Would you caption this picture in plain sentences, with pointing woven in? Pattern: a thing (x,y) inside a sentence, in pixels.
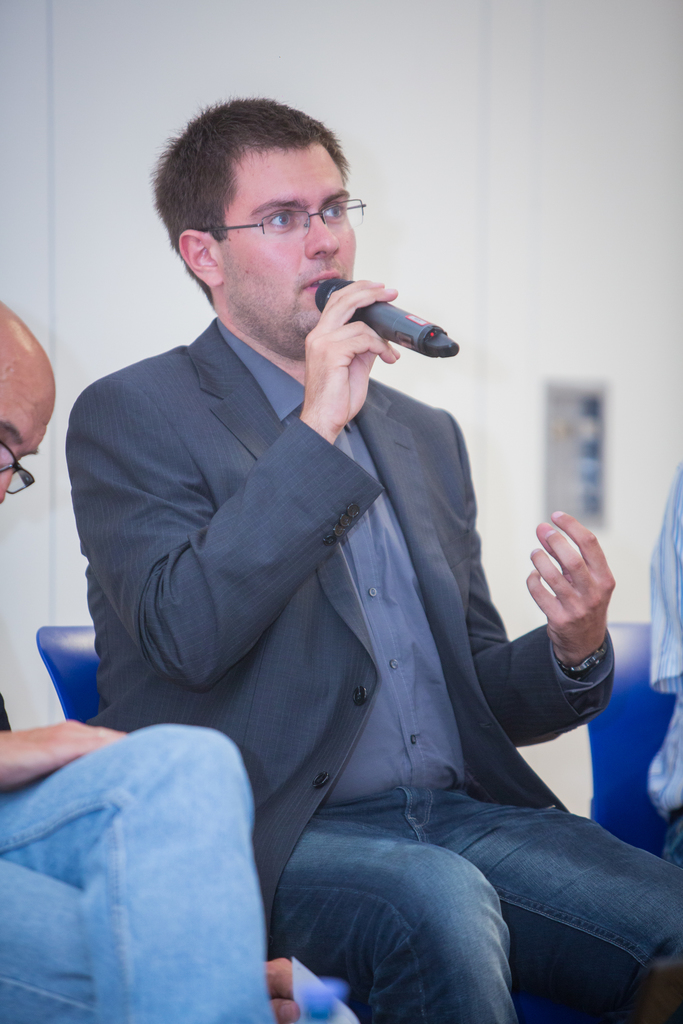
In this image, we can see a person (411,684) sitting on a chair (69,717) and holding a microphone (389,324). On the right side of the image (682,656), we can see clothes (674,767) and chair (645,756). On the left side of the image (100,931), we can see a person (38,881) wearing glasses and holding an object (303,1019). In the background (506,531), there is a wall (123,345) and an object (572,407).
